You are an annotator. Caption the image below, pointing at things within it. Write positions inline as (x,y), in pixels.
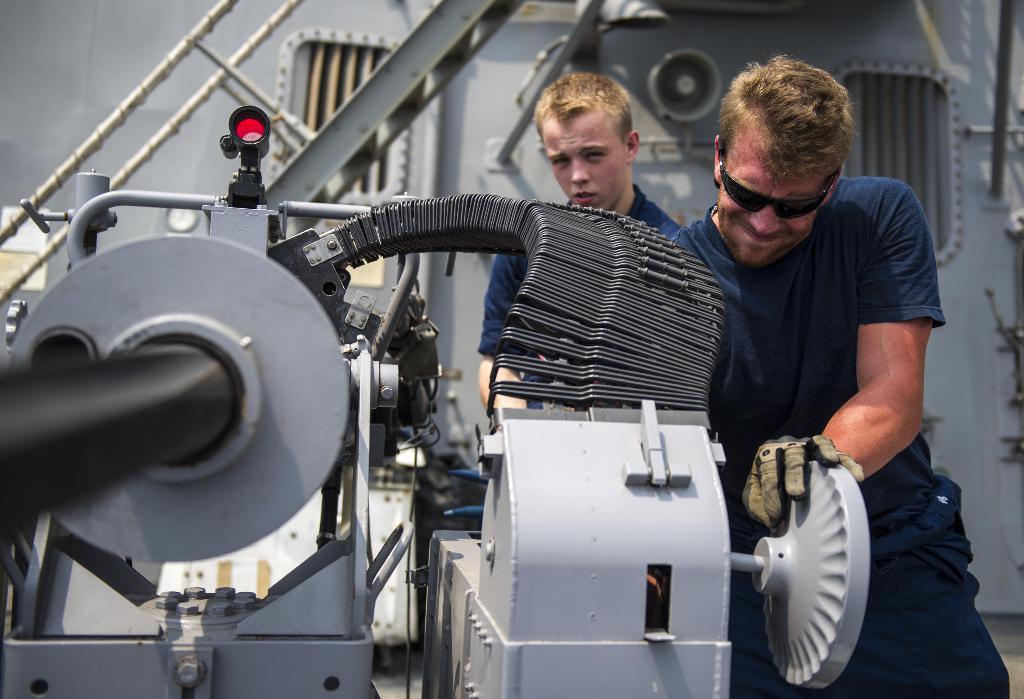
There are two men (579,181) standing. This looks like a machine (179,478) with pipes (214,443), wheel bolts (229,601) and few other objects (317,301) are attached to the machine (353,497). I think these are the stairs (395,86) with the staircase holder (43,200). This looks like a window (919,148).
